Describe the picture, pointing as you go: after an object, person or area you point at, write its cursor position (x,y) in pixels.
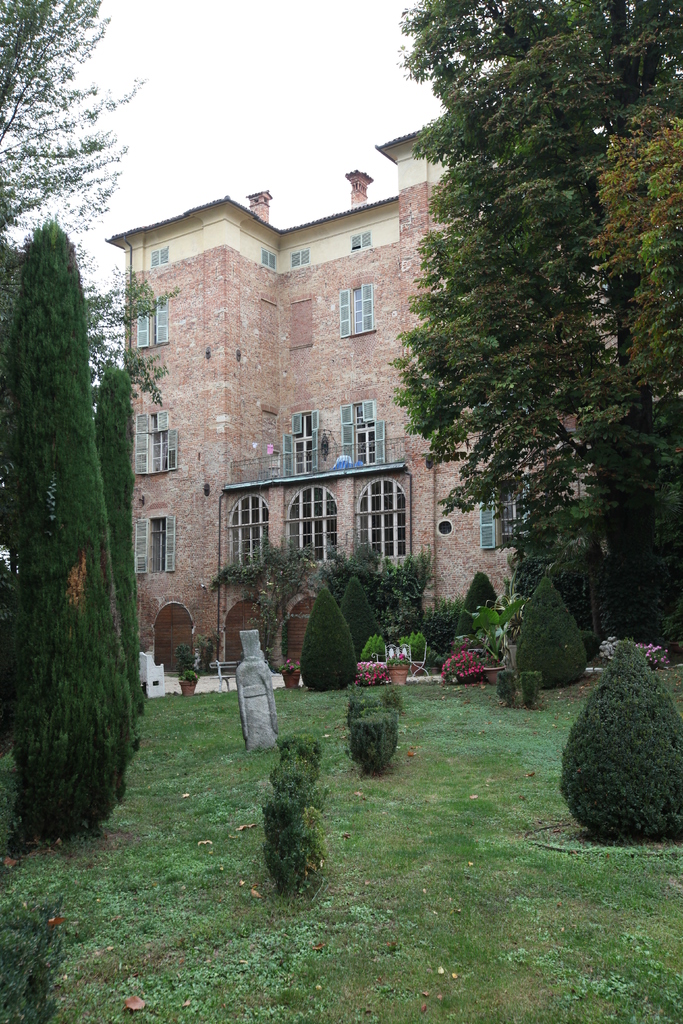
In this picture there is a building (302,485). At the bottom (236,985) we can see plants (309,645) and grass (437,945). On the right (489,187) and left side (70,589) we can see trees (627,532). At the top (257,117) we can see sky (270,76) and clouds (266,62).
